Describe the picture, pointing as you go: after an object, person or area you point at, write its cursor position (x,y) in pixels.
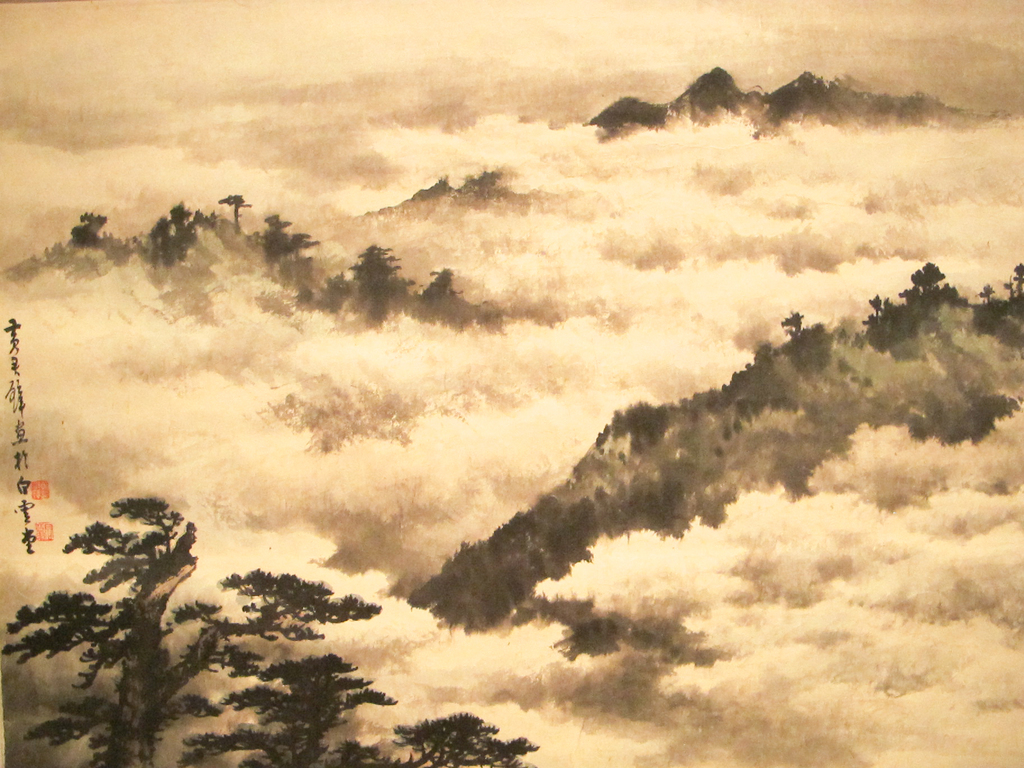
In this image I can see few trees (150,612), mountains (687,459) and the sky (348,83). I can also see few trees (764,396) on the mountains (671,457).
